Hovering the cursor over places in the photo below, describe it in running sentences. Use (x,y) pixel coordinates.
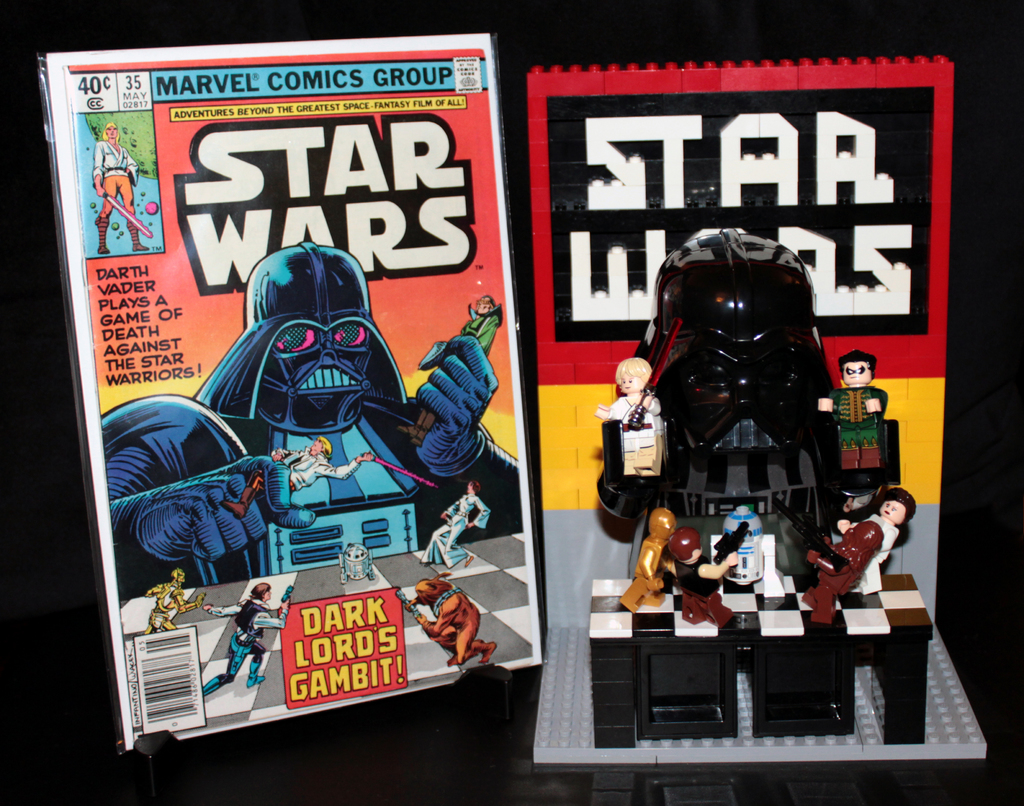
In the middle of the image (600,537) there are some toys (550,567) and books (431,513).
